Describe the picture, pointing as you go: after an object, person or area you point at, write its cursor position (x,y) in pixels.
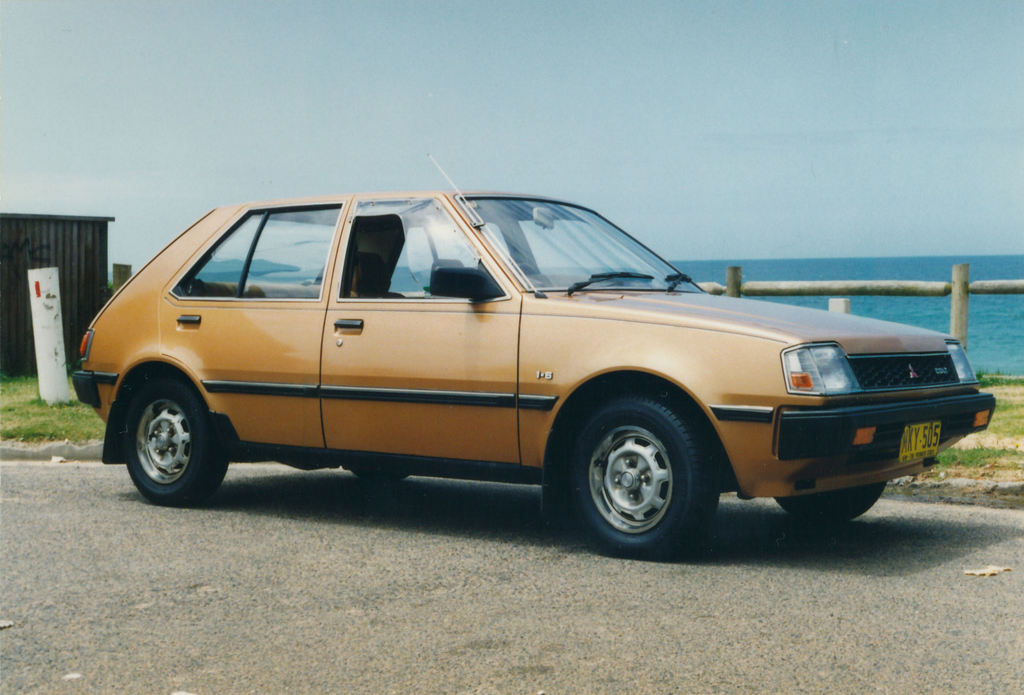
In this image we can see a car (586,389) on the road (384,491), shed (106,269), wooden fence (955,314), ground (1006,427), water (938,300) and sky (417,143).
